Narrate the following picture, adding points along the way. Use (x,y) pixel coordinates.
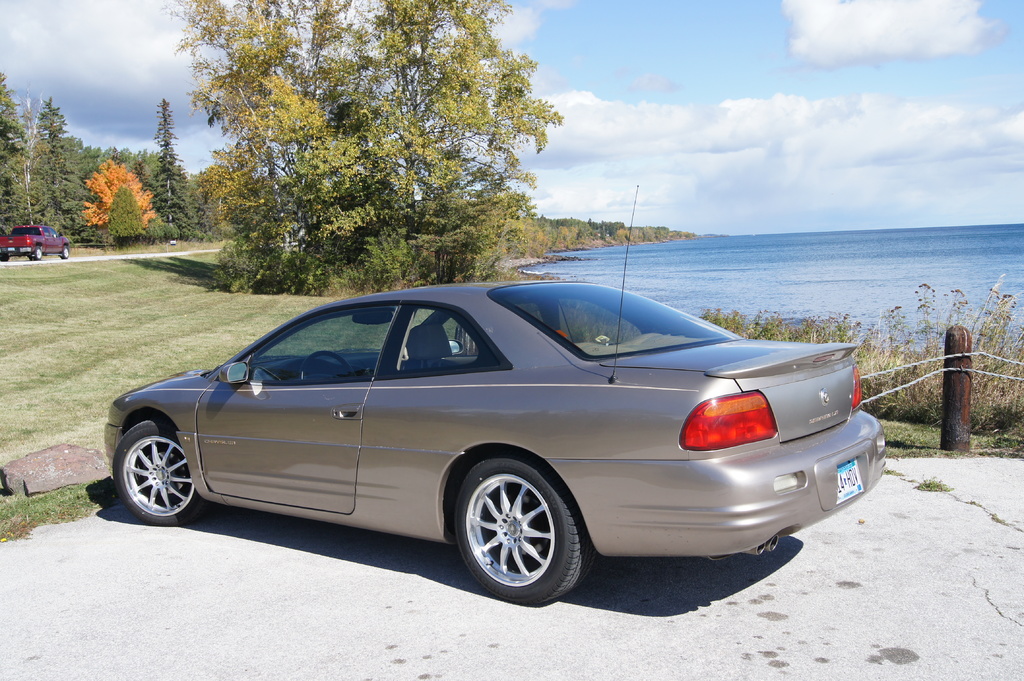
In this image I can see a car (551,577) is parked on the road (634,574), on the right side (830,273) there is water (826,264). In the middle (618,233) there are trees (162,143), on the left side (13,241) there is a dark red color car (40,233) is there. At the top (728,122) it is the sky (618,172).
